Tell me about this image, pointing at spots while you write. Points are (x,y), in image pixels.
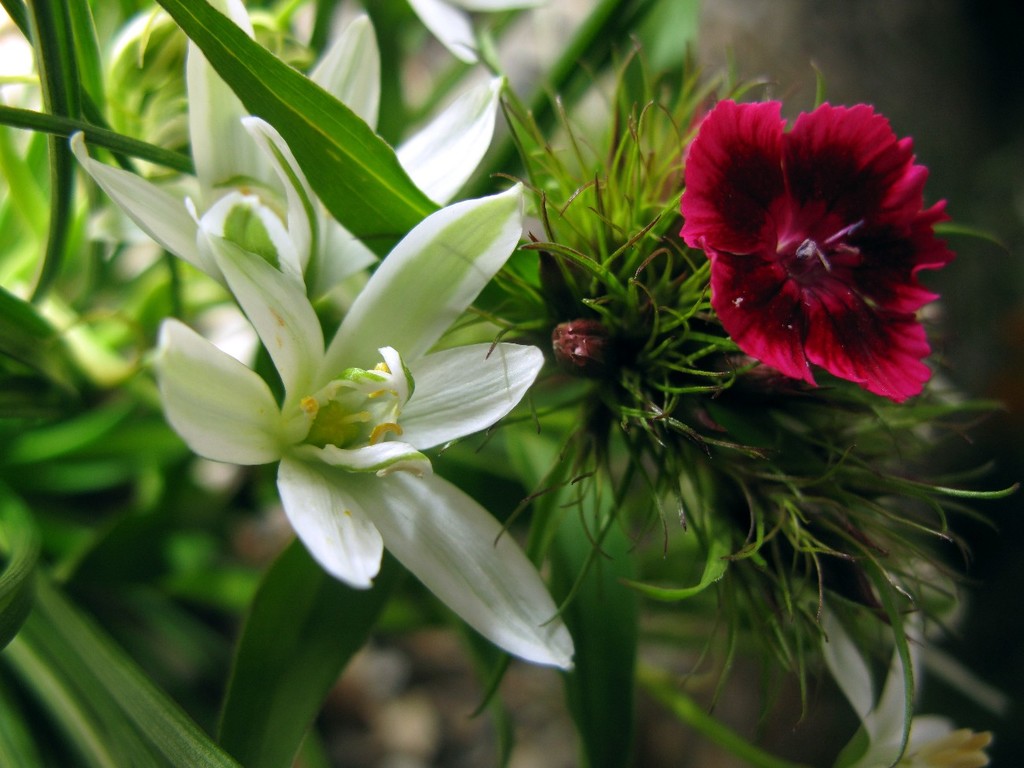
This image consists of plants (538,361). There are flowers (281,182) in the front (515,388). They are in white and pink color.
